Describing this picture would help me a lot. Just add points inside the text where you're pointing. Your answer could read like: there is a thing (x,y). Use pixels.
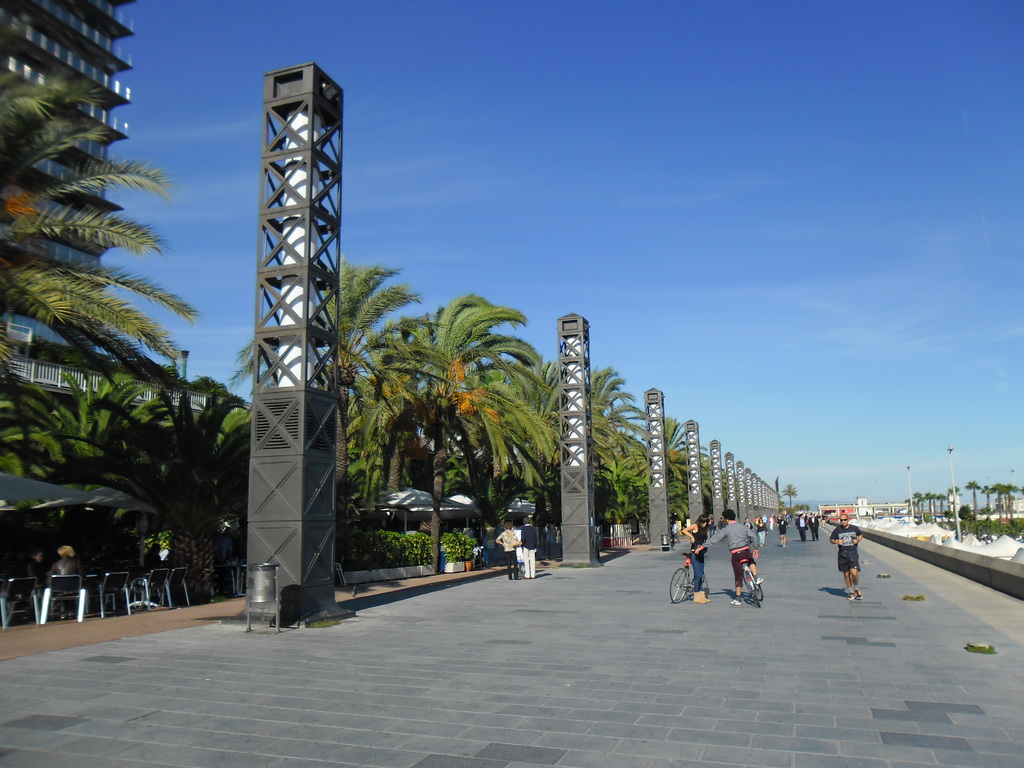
In this picture there are two person (702,556) who are standing with bicycle (752,574). Beside them there is a man (840,540) who is running on the street (929,696). On the left (134,451) I can see many trees (180,462), umbrella (75,492), table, chairs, plants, pot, pillars (563,531) and building (63,258). At the top (530,121) I can see the sky (506,73) and clouds (404,176).
